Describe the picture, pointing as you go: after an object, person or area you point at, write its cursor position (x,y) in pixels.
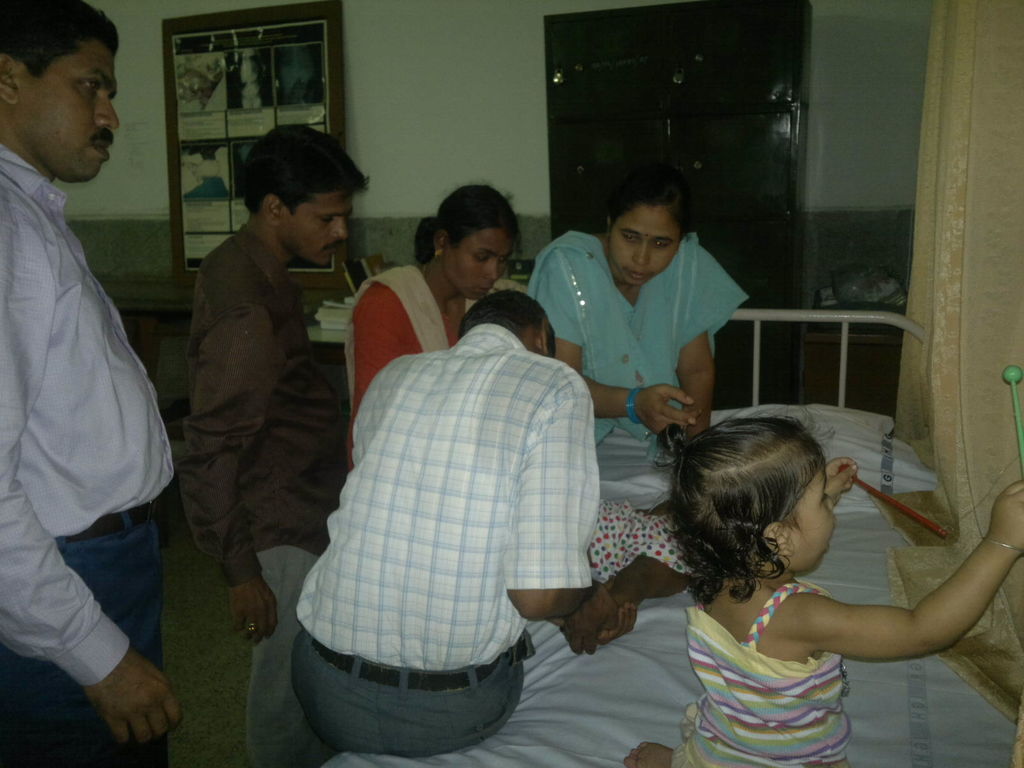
This picture is taken inside the room (643,419). In this image, on the right side (709,670), we can see four people (480,274) are sitting on the bed (663,652), we can also see a kid (669,553) lying on the bed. On the left side (205,334), we can see two men (244,442) are standing. In the background (289,94), we can see a metal cabinet (801,94) and posters (220,77) which are attached to a wall (390,71) and some books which are placed on the table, wall (476,77). On the right side (969,260), we can also see a curtain (968,436).
